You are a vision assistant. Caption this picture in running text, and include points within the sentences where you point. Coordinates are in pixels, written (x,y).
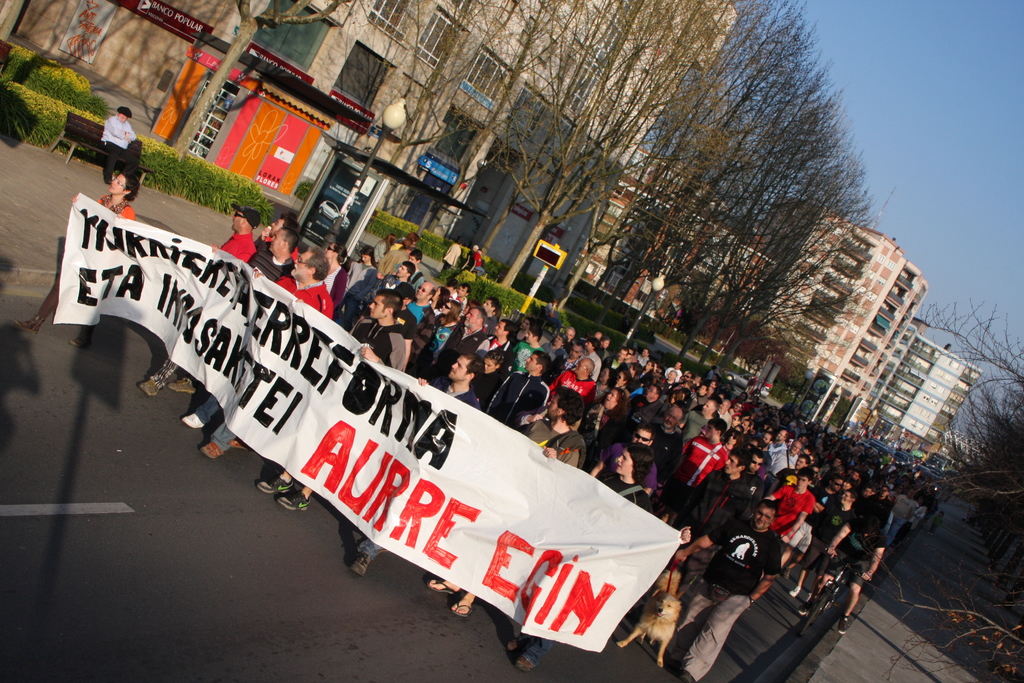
In the foreground of this image (723,565), these persons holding a banner (444,478) are walking on the road (295,569). In the background (856,481), there is the crowd (851,461), trees (609,229), buildings (898,375), poles (529,299), plants (496,285) and a man (120,121) sitting on the bench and on the top right side (936,48), there is the sky (911,49).
